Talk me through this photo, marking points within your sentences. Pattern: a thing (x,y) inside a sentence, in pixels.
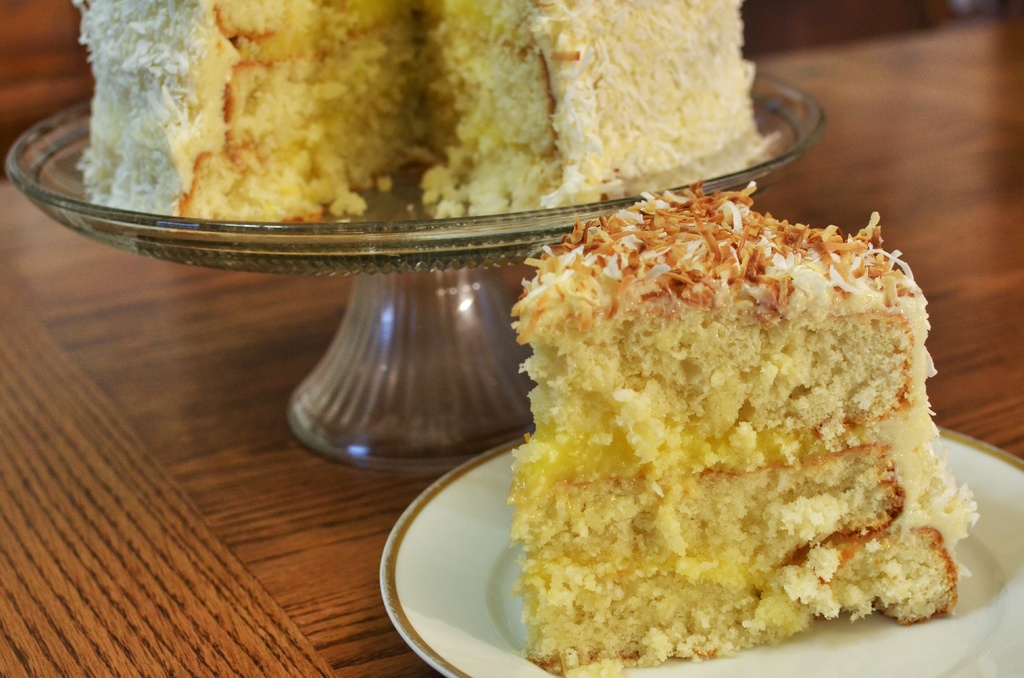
In this picture I can see food items (576,375) on white color plate (831,645) and on other object (411,273). These objects (325,270) are on a wooden surface (94,483).
